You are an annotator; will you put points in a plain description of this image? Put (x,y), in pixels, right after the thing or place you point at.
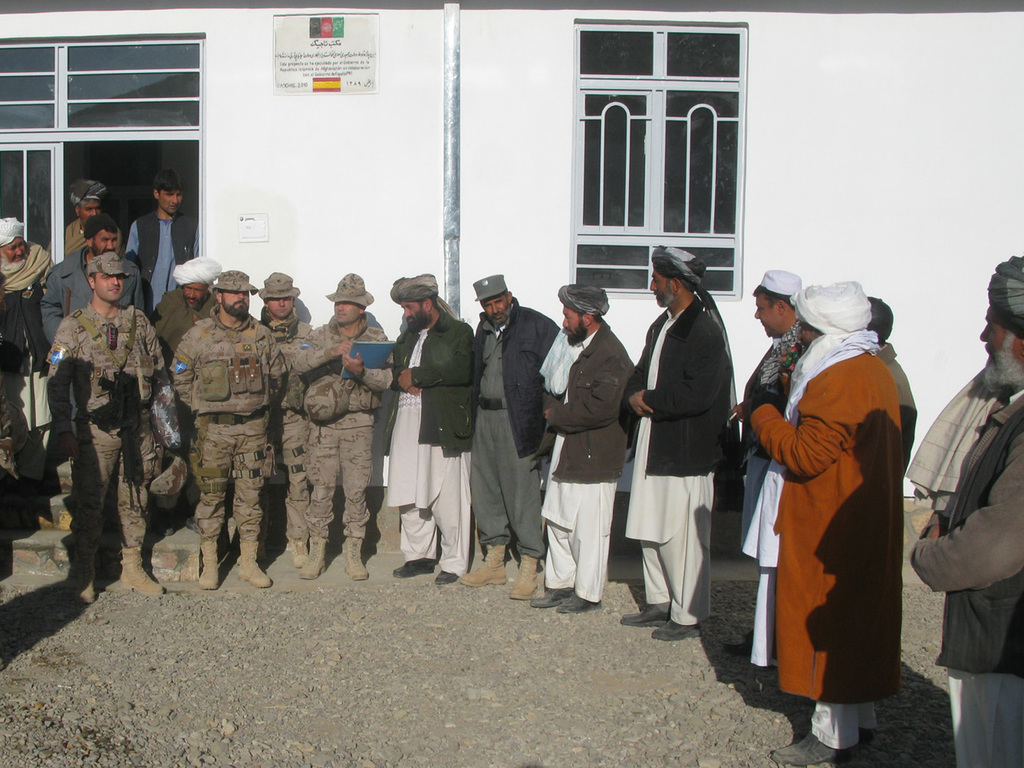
In this picture we can see a group of people (446,535) on the ground (430,623) and in the background (357,246) we can see a wall (470,179), window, door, poster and some objects (458,182).
